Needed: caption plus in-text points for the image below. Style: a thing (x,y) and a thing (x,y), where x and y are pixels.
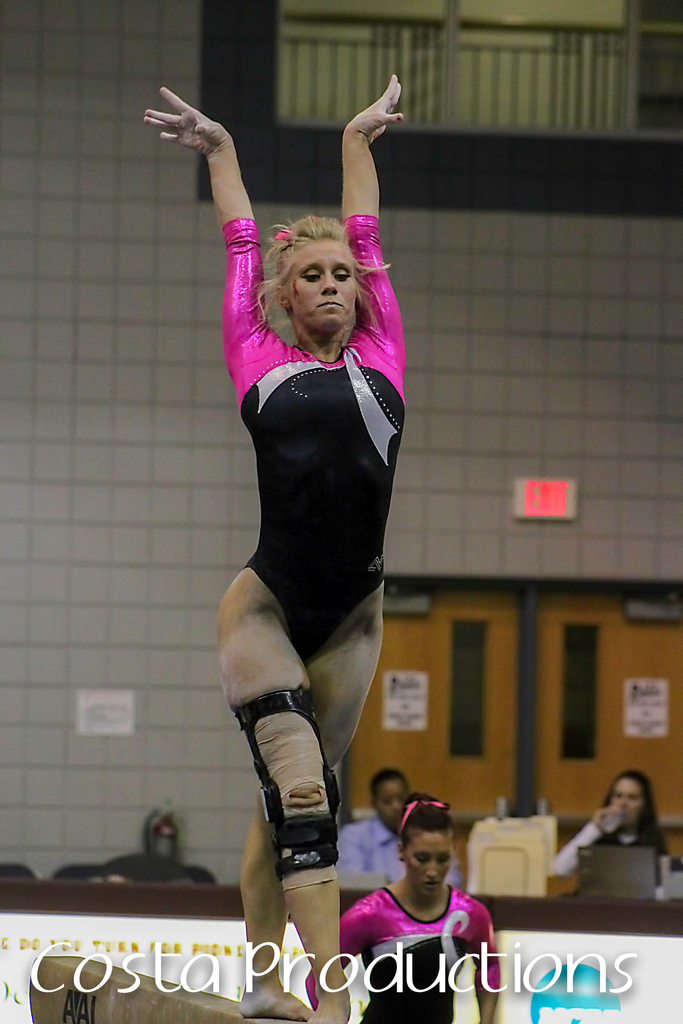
In this image I can see people (338,705), doors (670,738), boards (651,701), window (508,14), wall (203,297), fire extinguisher (173,823), hoarding (603,1001) and objects (478,861). Among these people (333,813) one person (643,780) is holding an object (613,818). At the bottom of the image (278,951) there is a watermark (230,965).
